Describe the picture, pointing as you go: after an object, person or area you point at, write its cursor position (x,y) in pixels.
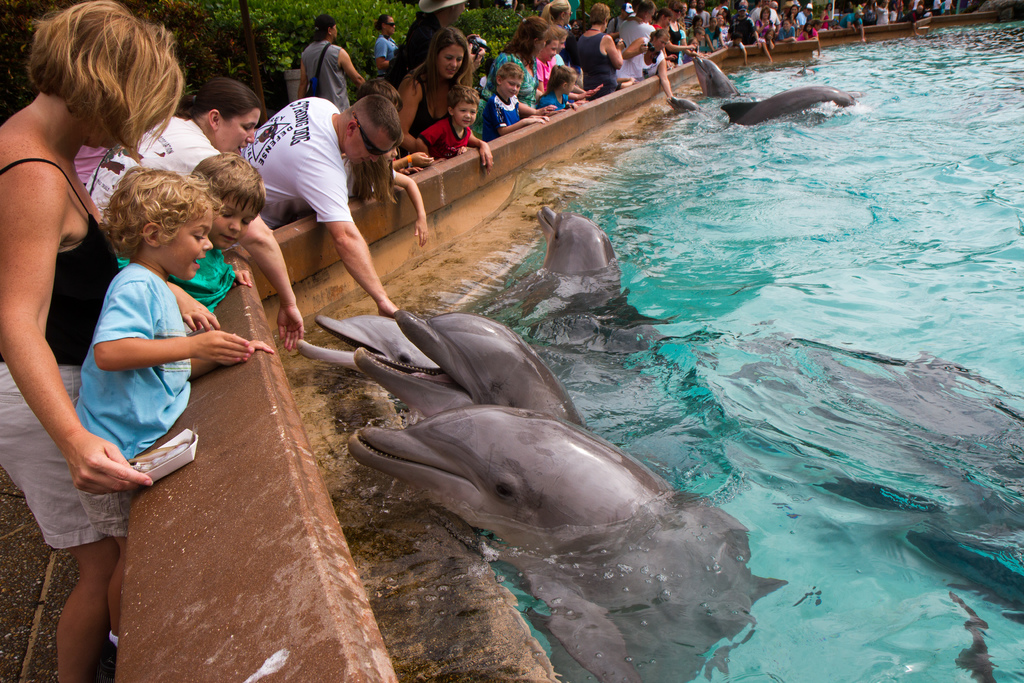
In this image we can see dolphins (407,356) in the water (646,419) and these people (276,136) are standing near the wall (145,525). In the background (345,54), we can see these people (316,65) walking on the road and trees (270,30).
